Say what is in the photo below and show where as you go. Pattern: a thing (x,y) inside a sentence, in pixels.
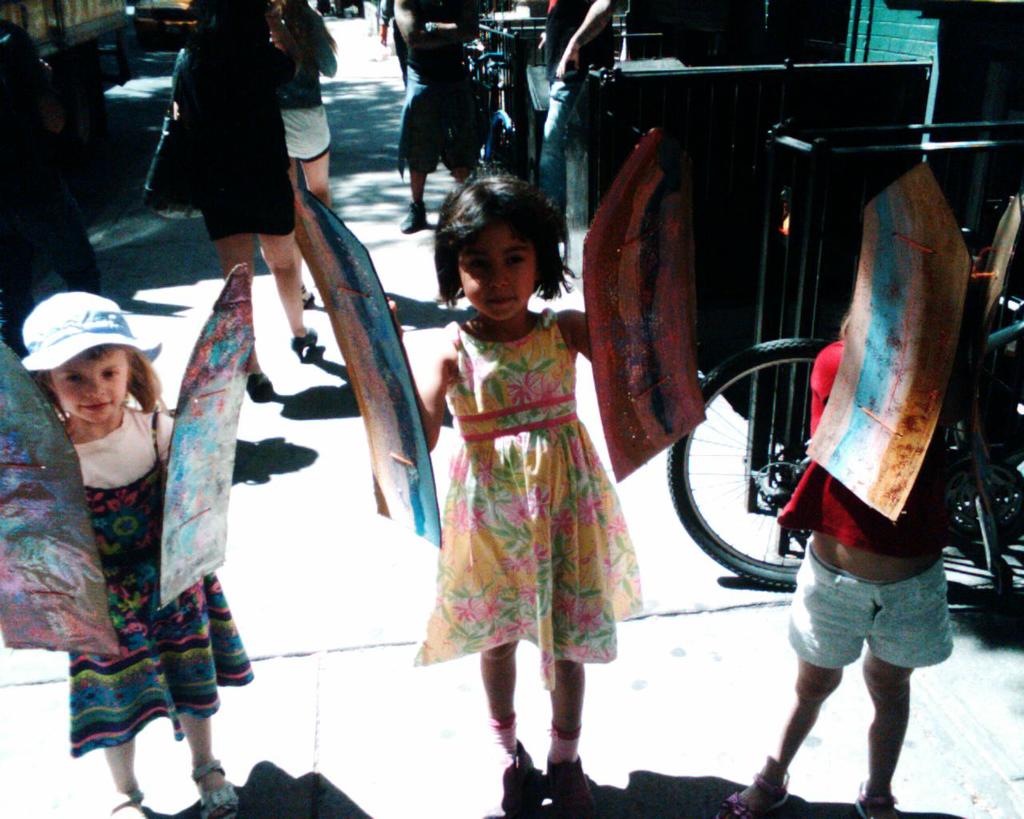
There are three kids (161,428) standing on the road (403,594) holding some objects (385,389) on their hand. At background (285,102) I can see a women (271,95) walking, and I can see some vehicles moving on the road (374,133). At right of the image (759,353) I can see a bicycle wheel (776,443). At background (577,34) I can see two persons (572,47) standing.
